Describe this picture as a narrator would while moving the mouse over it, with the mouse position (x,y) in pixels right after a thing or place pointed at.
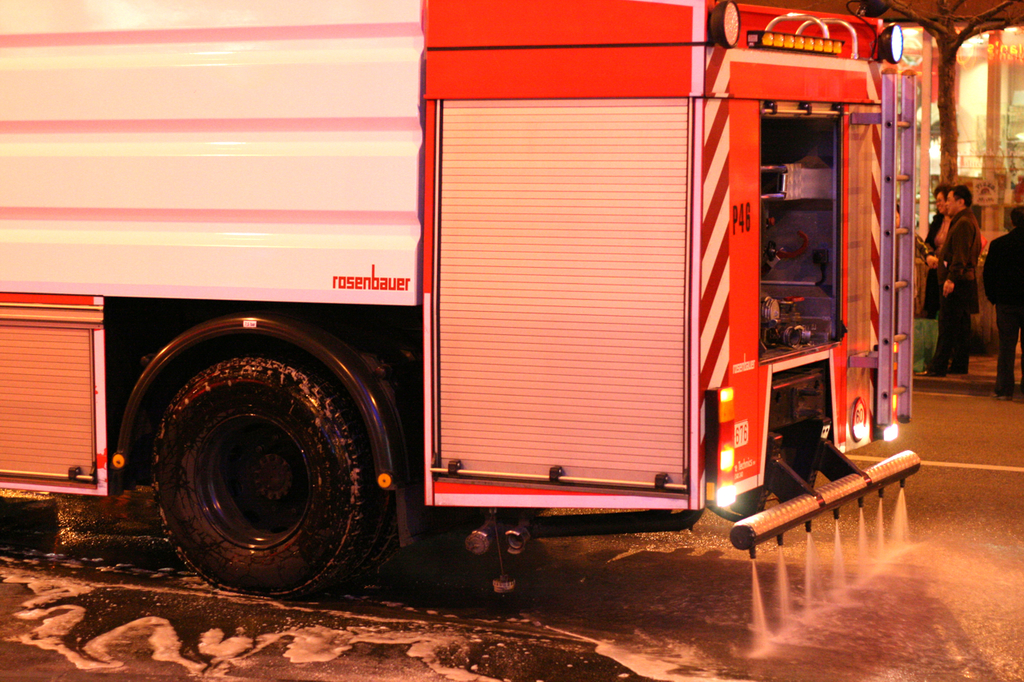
In this image I can see a vehicle (682,197) visible on road (385,600) and I can see persons (947,292) visible on right side (1013,282) and vehicle door (804,189) is open.
